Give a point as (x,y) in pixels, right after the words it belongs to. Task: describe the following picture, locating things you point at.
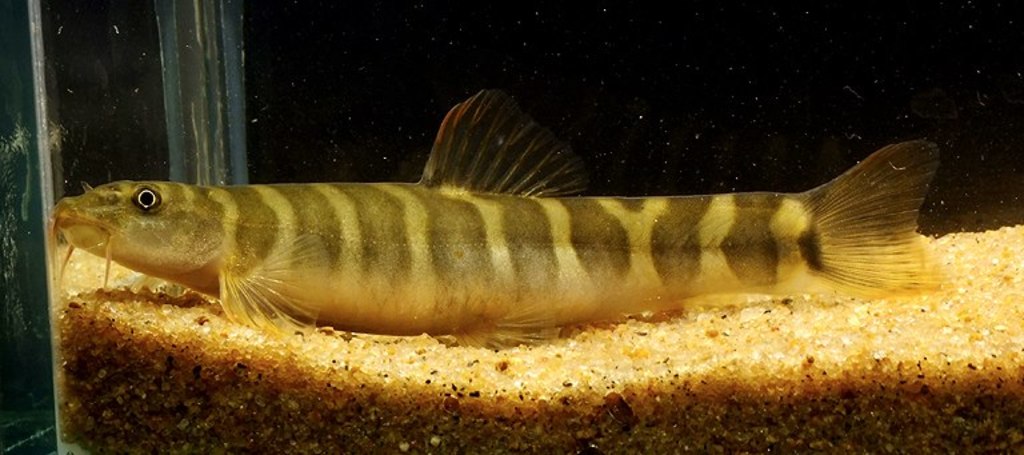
This image consists of a fish (385,273). At the bottom (686,379), there are stones (571,373). It looks like an aquarium (795,83).
